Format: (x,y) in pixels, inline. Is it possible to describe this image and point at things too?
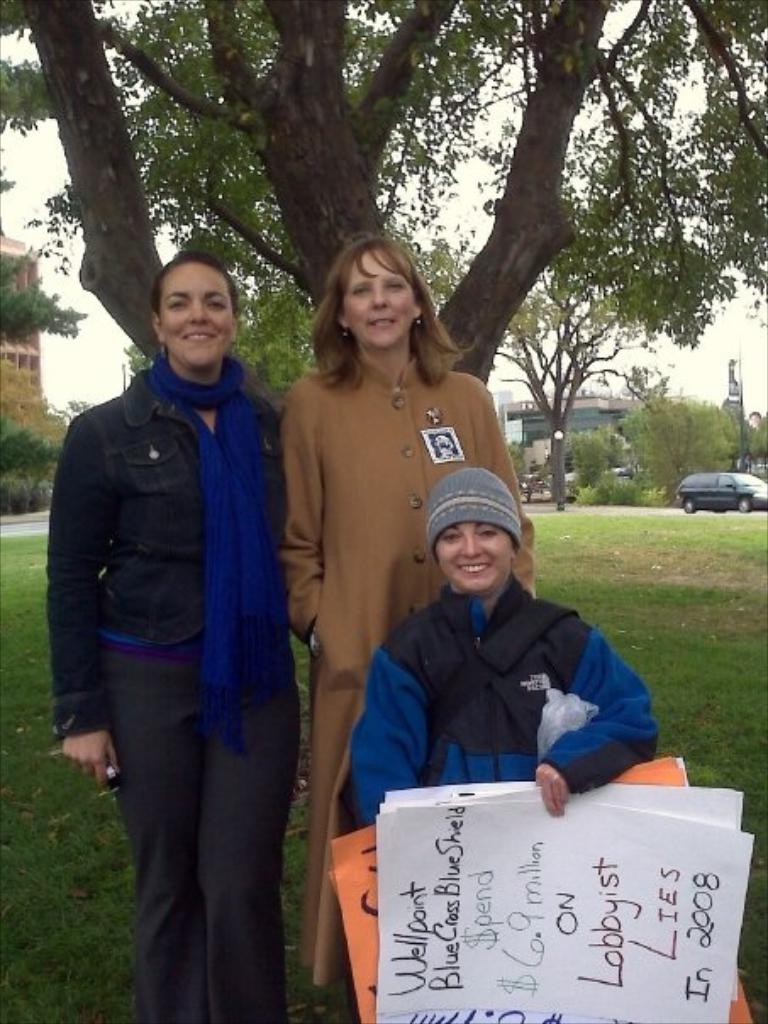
In this image we can see three ladies (396,773) are standing and one lady (371,790) is holding papers (599,1022) in her hand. In the background of the image (458,189) we can see trees (176,111) and car (713,477).
